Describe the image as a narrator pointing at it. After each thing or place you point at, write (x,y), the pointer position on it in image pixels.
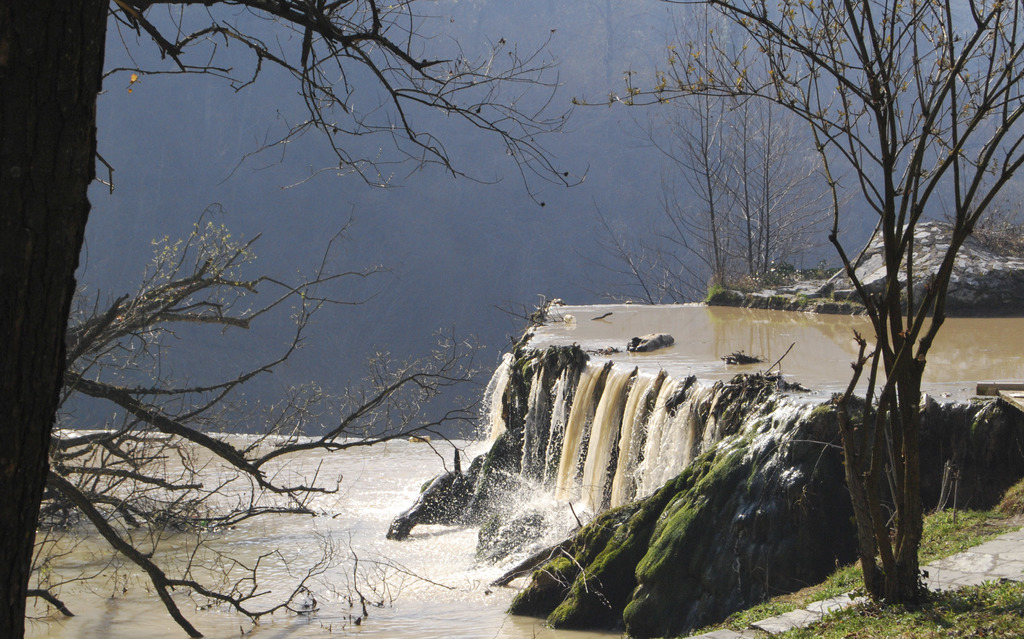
To the right corner of the image (900,536) there is a tree (915,589). Behind the tree (914,459) there is a waterfall (763,437). And to the bottom left of the image (198,586) there is water (102,450) with tree branches (137,480) on it. To the left corner of the image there is a tree (37,361). And in the background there is a tree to the right side of the image (702,245).
